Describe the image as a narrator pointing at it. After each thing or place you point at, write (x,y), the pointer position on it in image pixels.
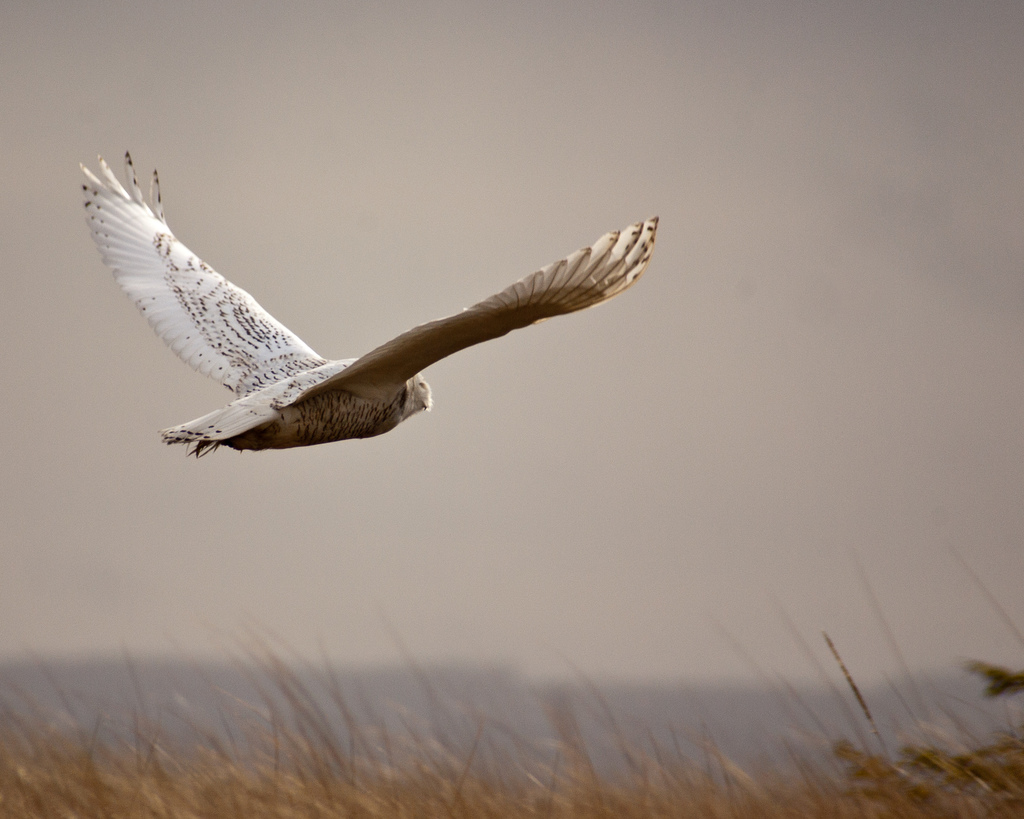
In this image we can see a bird (269,376) which is in white color flying in the sky (484,127), we can see some plants (164,782) and clear sky (650,369).
